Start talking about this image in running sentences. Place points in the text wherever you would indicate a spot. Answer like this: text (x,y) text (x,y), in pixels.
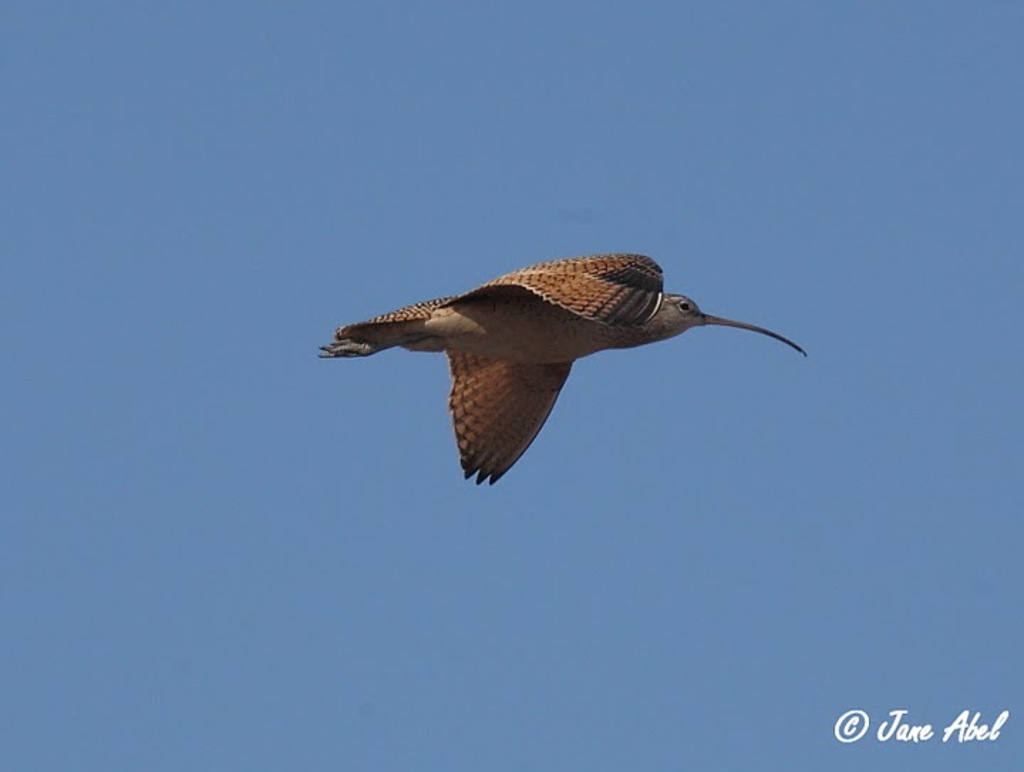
In the middle of the image (522,338) there is a bird (543,344) flying. In the background (816,669) there is a sky (816,669). And to the bottom right corner of the image (835,726) there is a name (841,738) with Jane Abel.
